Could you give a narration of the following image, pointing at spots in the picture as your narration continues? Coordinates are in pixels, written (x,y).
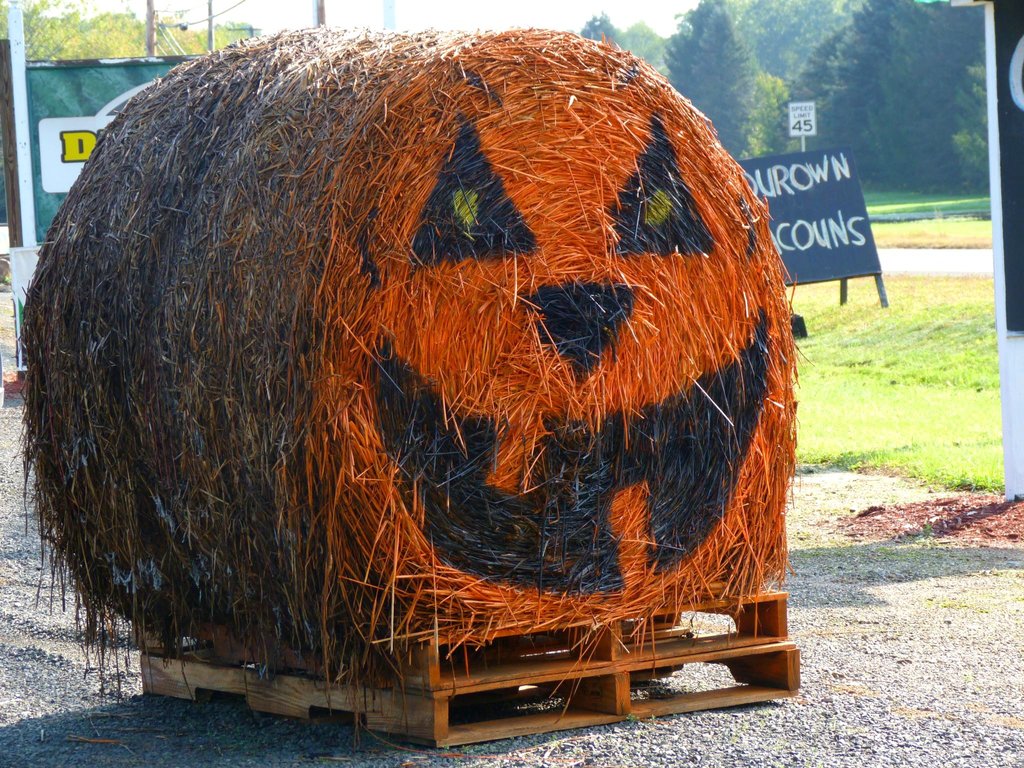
In the foreground (433,339) I can see grass roll (444,443) on a wooden box (611,659). In the background (969,312) I can see grass (913,311), boards (761,162), posters (824,230), trees (874,177) and the sky (531,19). This image is taken, may be during a day.
